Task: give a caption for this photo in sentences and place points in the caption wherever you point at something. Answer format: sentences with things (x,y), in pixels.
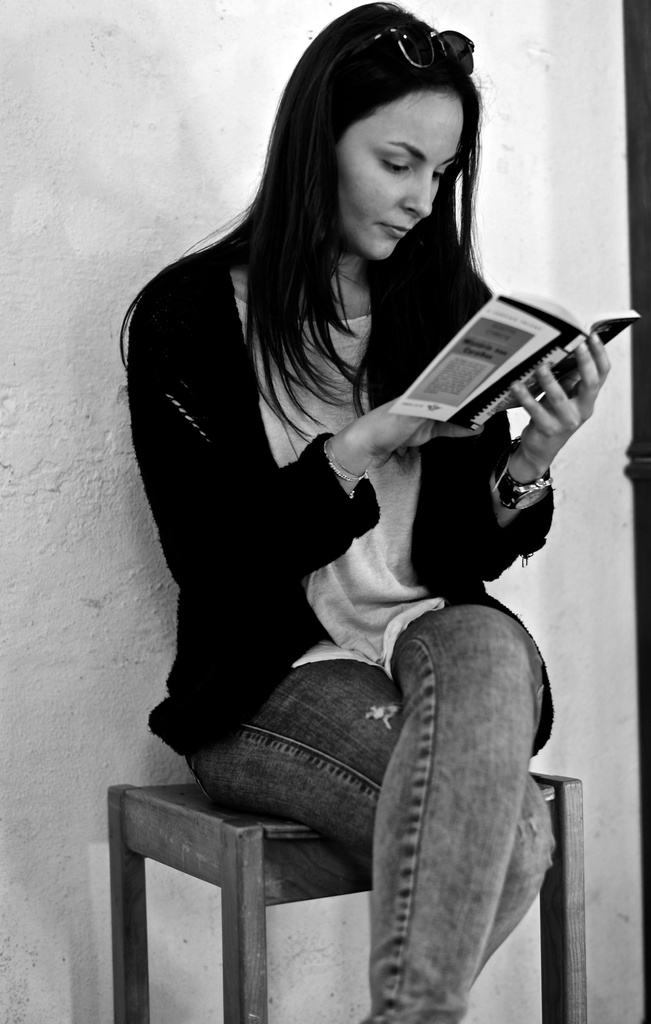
In this image there is a woman (344,573) sitting on a stool (309,888), she is reading a book (523,352), she is wearing a goggles (419,57), at the background of the image (50,754) there is the wall (612,797).
